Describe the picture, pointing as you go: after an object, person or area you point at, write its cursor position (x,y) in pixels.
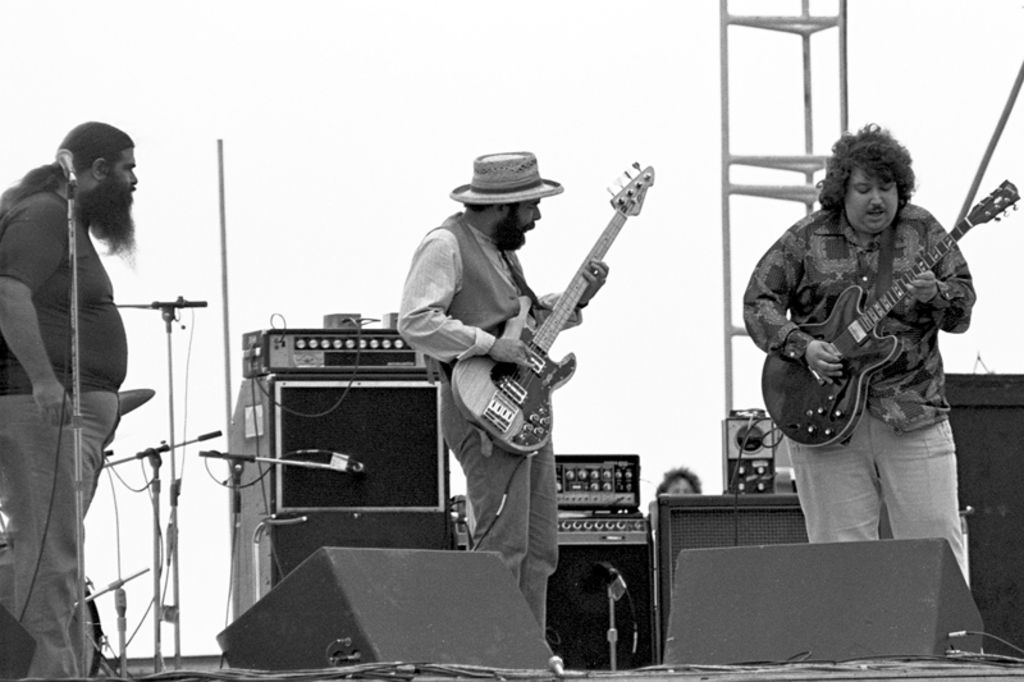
It is a black and white picture where three people (553,525) are performing on stage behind them there are speakers (323,396) and wires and microphones (79,395) and the person (461,438) in the middle (473,291) is wearing a hat (497,187) and playing a guitar (556,327) and at the right corner (935,327) a person (826,367) is standing and wearing a guitar (850,372) and at the left corner (97,171) a person (113,169) is standing in front of the microphone (79,448).
